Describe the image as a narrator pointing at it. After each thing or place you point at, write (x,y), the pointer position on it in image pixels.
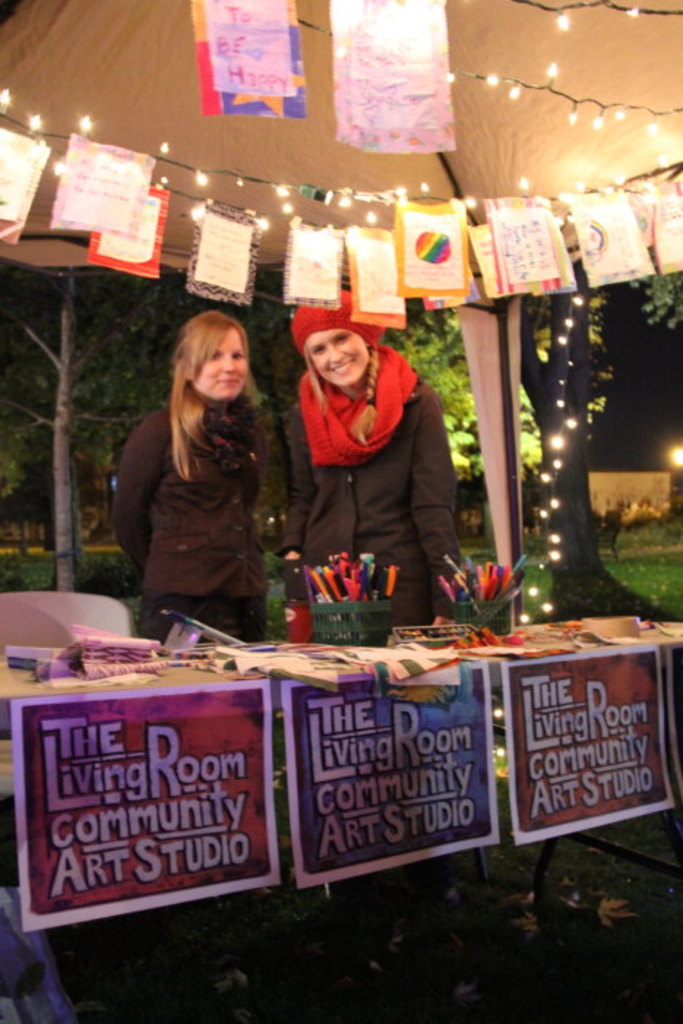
In this picture we can see 2 women (220,342) standing on the grass (330,910) under a tent (324,187). There are greeting cards (624,206) above them.
